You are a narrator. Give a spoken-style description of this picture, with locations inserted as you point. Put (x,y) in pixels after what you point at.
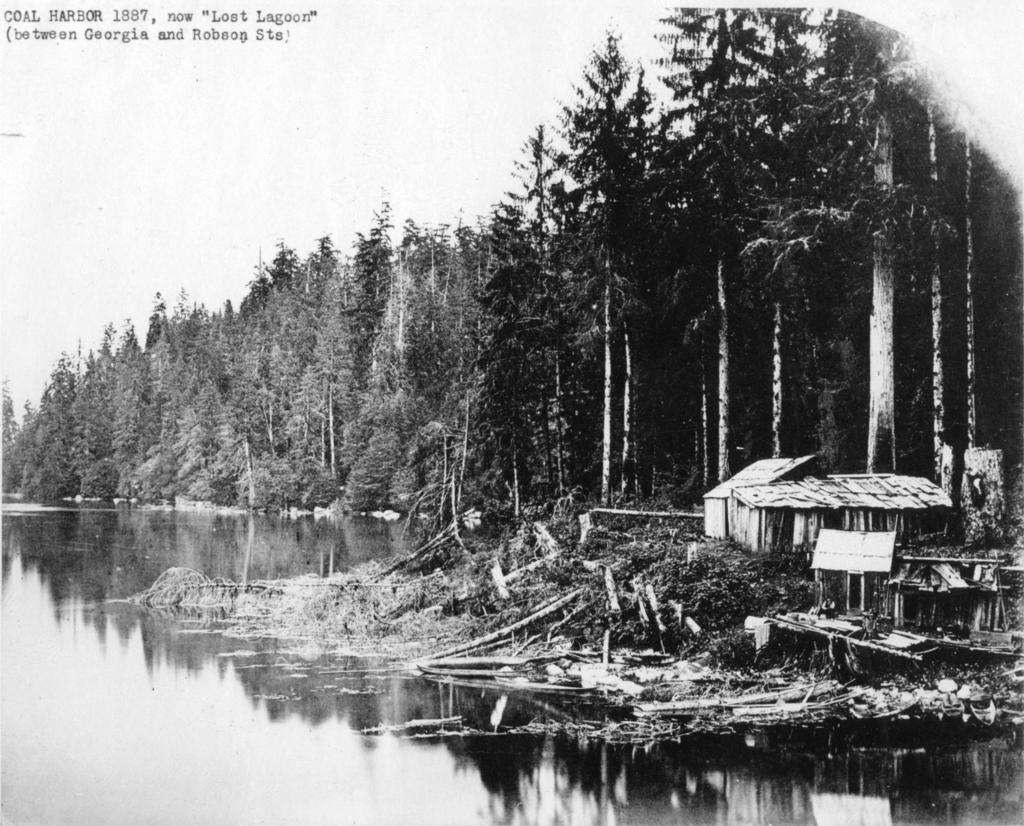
In this image in front (190,770) there is water (199,757). On the right side of the image (822,481) there is a hut (859,494) and a few other objects (628,608). In the background of the image (691,389) there are trees (443,276) and sky (381,137).
